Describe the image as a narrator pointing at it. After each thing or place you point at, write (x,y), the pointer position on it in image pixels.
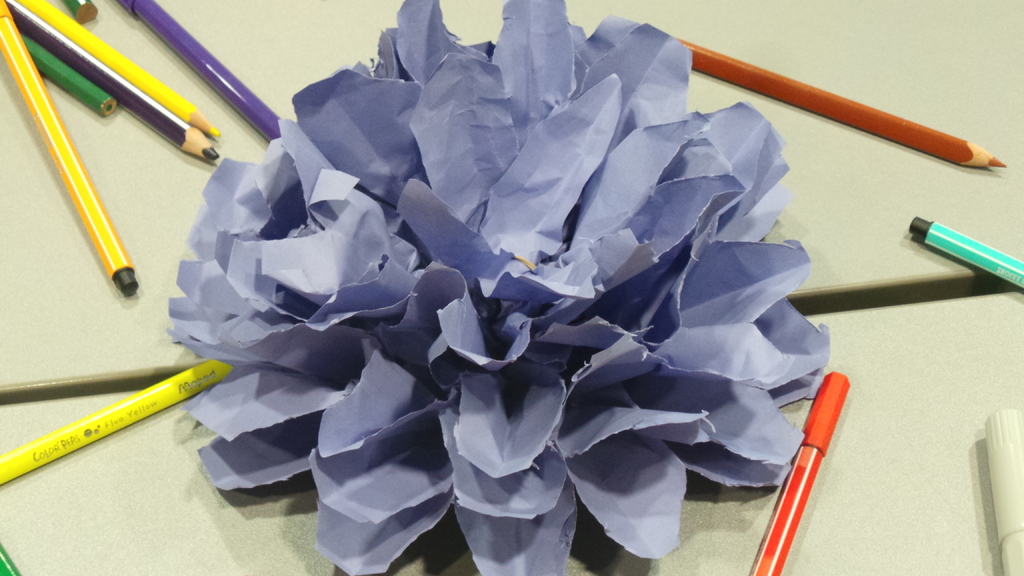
In the middle of the image (475,264) we can see a paper craft (460,271), we can find pencils (161,99) and pens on the table (866,319).
